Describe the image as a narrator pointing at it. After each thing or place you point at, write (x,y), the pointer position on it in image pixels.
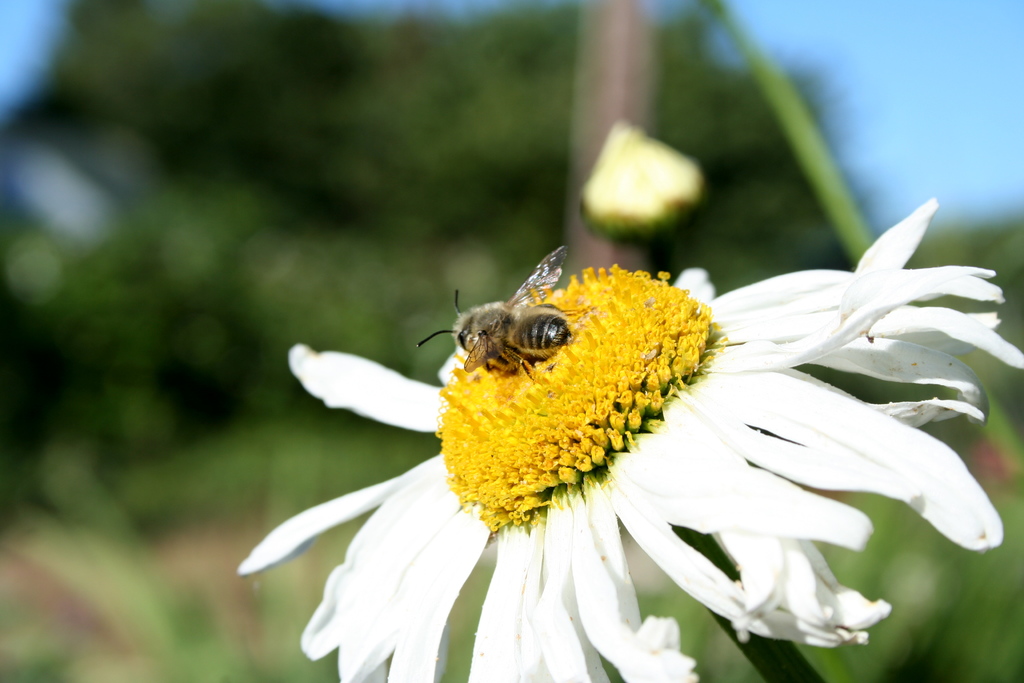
In this image I can see a flower (619,474) which is white and yellow in color and on it I can see an insect (516,343) which is black in color. I can see the blurry background (262,281) in which I can see few trees (423,156) and the sky (842,97).
